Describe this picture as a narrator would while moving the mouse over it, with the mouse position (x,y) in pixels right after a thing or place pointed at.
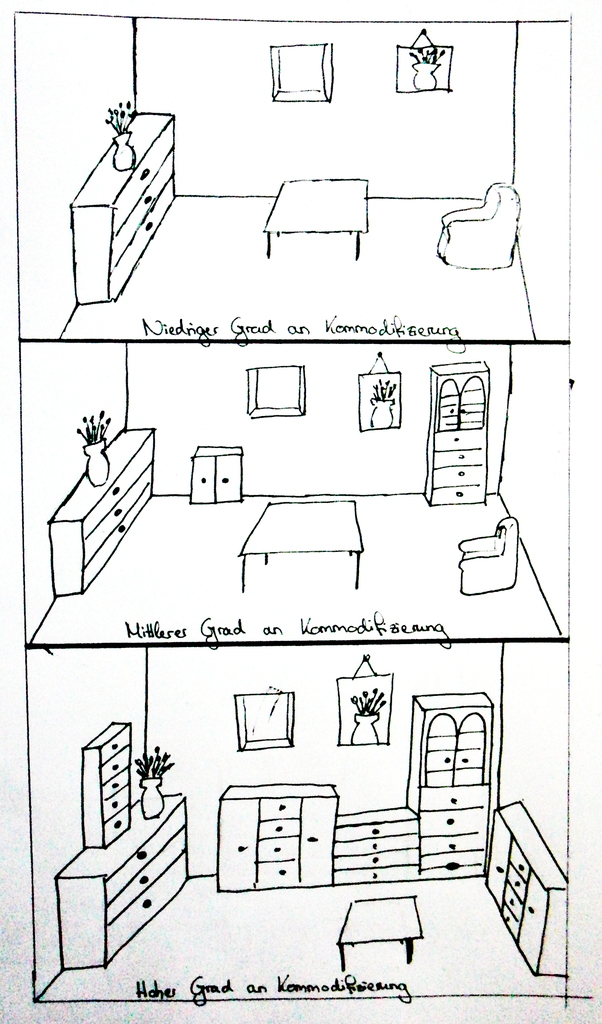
In this collage image where we can see a sketch (256,820) of table (356,546), cupboards (72,535), flower vase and other items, there is text (229,993) at the bottom side (297,985).
